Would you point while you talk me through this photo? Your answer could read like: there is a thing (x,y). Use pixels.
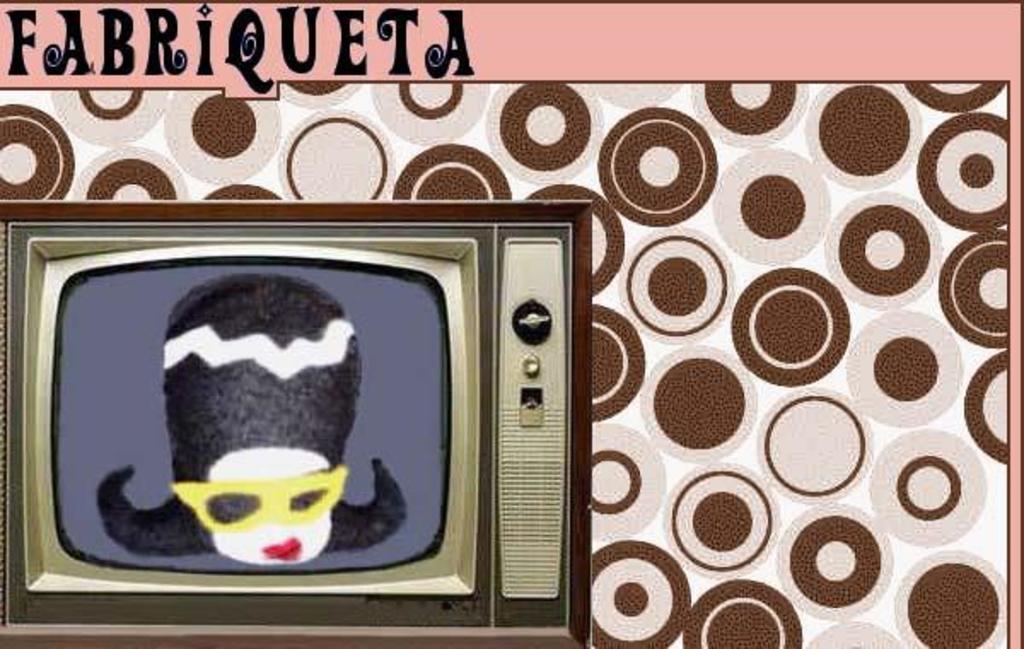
We can see television (240,414) and screen (251,273), in this screen (182,504) we can see cartoon image (236,400). We can see designed background (644,256). Top left of the image (165,32) we can see text (76,29).
